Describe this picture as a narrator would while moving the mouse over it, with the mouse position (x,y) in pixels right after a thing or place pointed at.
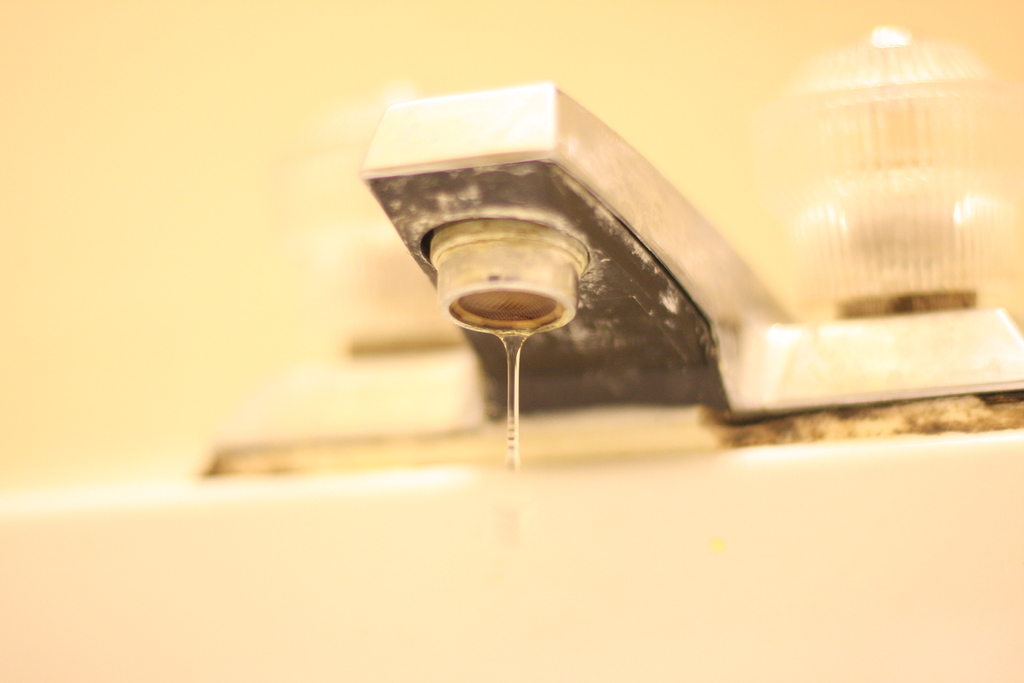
In this image we can see a tap (407,144) and water (518,413) is coming out. The background of the image (832,5) is blurred.
